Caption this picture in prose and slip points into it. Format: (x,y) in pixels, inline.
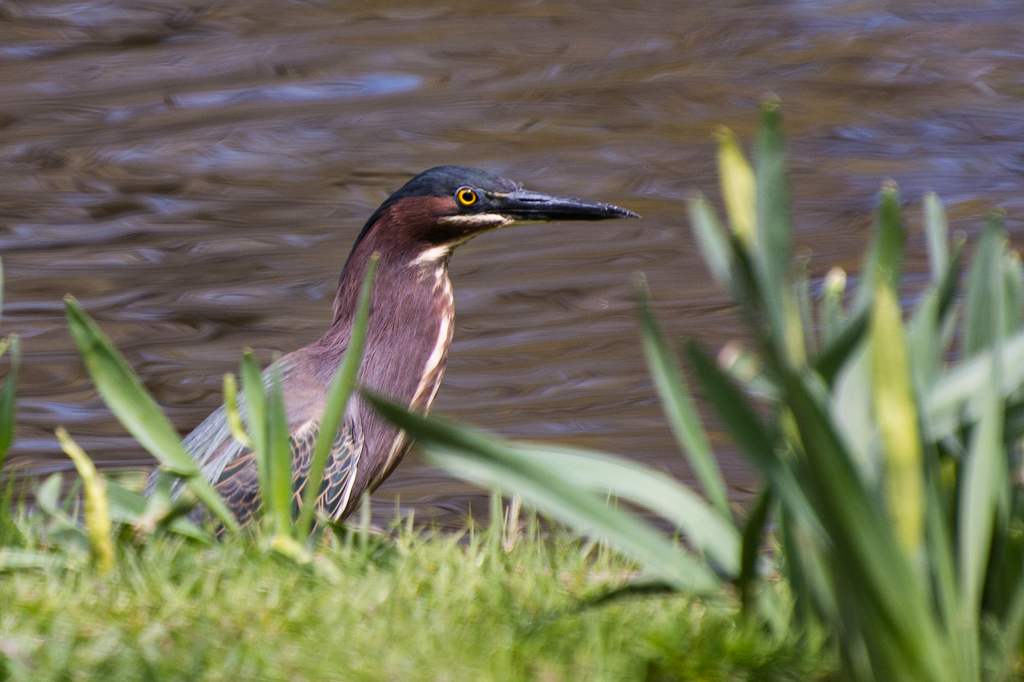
In this image, I can see a bird (377,419). This is the grass (263,598) and the plants (497,487). In the background (640,244), these look like the water (682,119).
